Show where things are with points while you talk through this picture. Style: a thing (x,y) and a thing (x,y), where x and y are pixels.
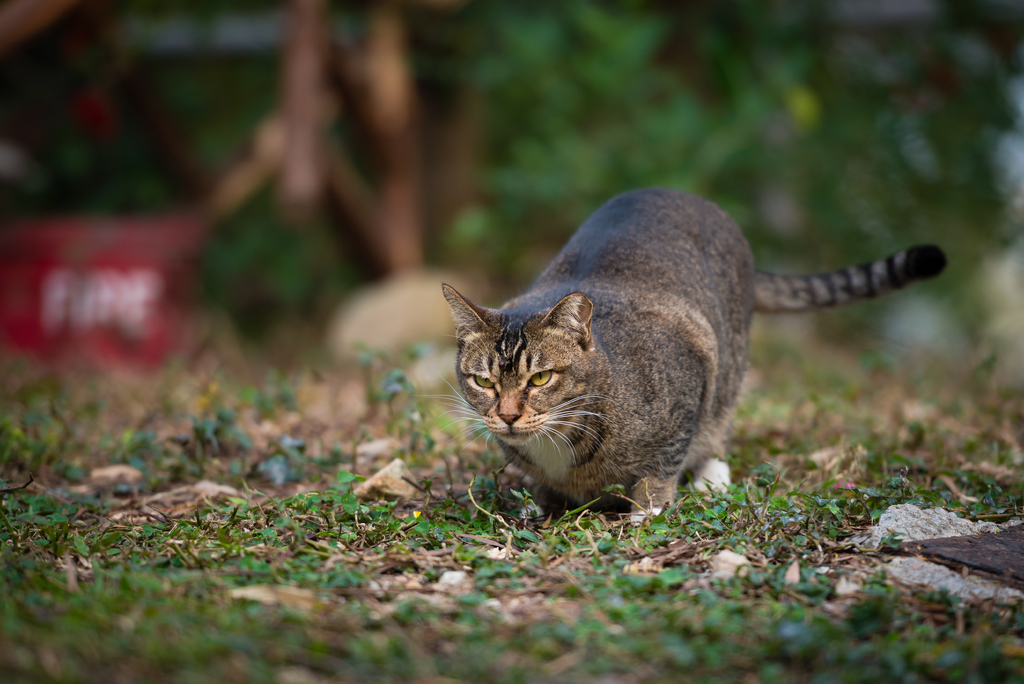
In this image we can see a cat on the ground (533,550) and there are some plants (512,531) and in the background (791,116) the image is blurred.
